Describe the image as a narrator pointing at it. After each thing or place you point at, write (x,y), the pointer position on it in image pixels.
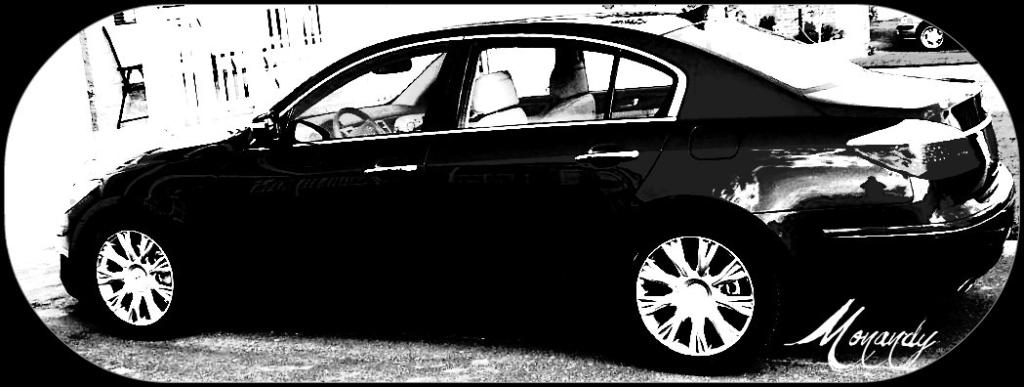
In this image I can see a car (547,161). At the bottom right (831,331) there is some text (872,342) on it. This the black and white image.
